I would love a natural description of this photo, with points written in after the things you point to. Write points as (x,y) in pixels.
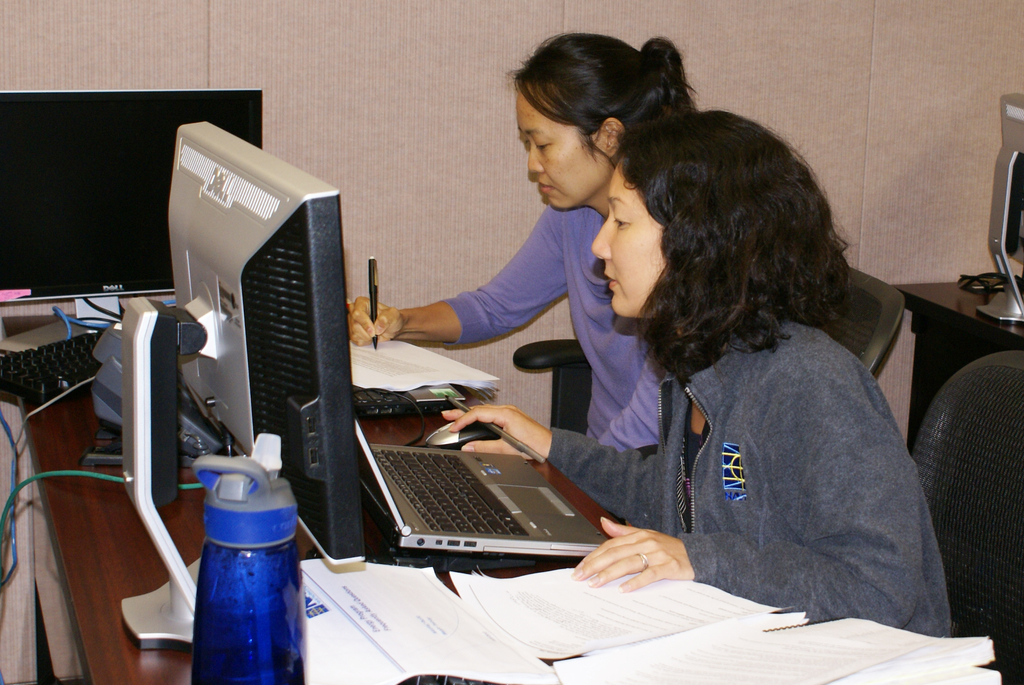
There are two women (691,413) sitting on the chairs (933,458). This is the table (97,519) with two monitors (212,297), a laptop (434,505), two keyboards (417,410) and papers (594,623). I can see a woman (559,456) operating the mouse (474,436) and holding a pen (496,432). Here is the another woman (515,282) writing with the pen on the paper (394,367). This looks like another table (966,296) with a monitor (1013,143) on it. I think this is the wall (389,61).
